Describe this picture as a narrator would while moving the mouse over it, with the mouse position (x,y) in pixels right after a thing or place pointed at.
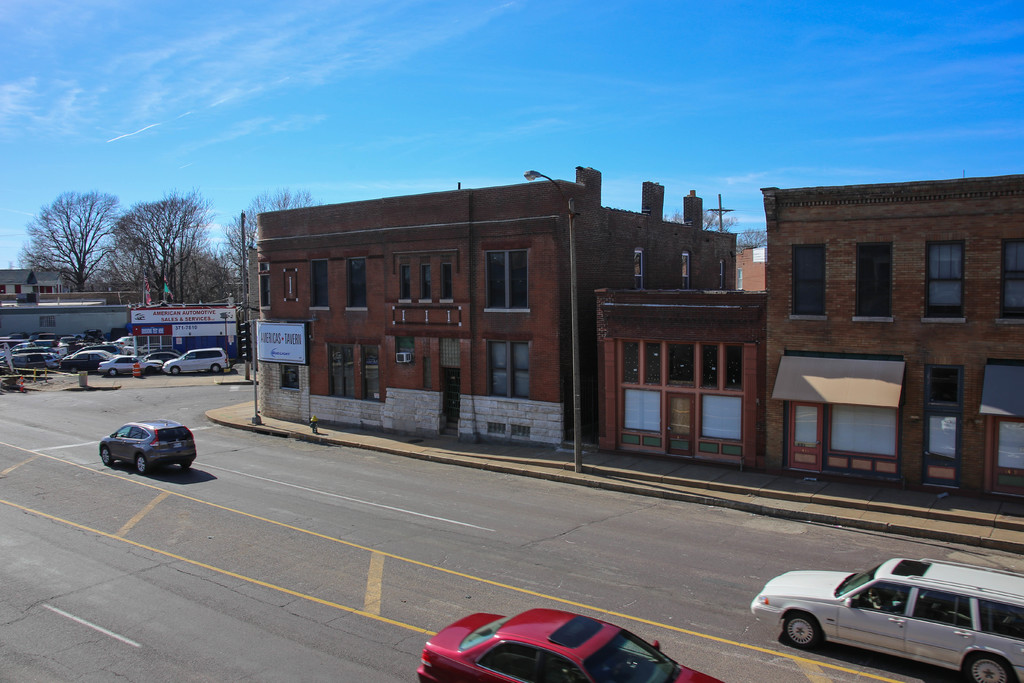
This image consists of a building (546,349) in brown color along with the windows (645,416). At the bottom (273,674), there is a road (182,474) on which there are three cars (662,665). On the left (88,343), we can see many cars (102,348) parked. In the background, there are trees (83,195). At the top (482,35), there is sky (91,172).
